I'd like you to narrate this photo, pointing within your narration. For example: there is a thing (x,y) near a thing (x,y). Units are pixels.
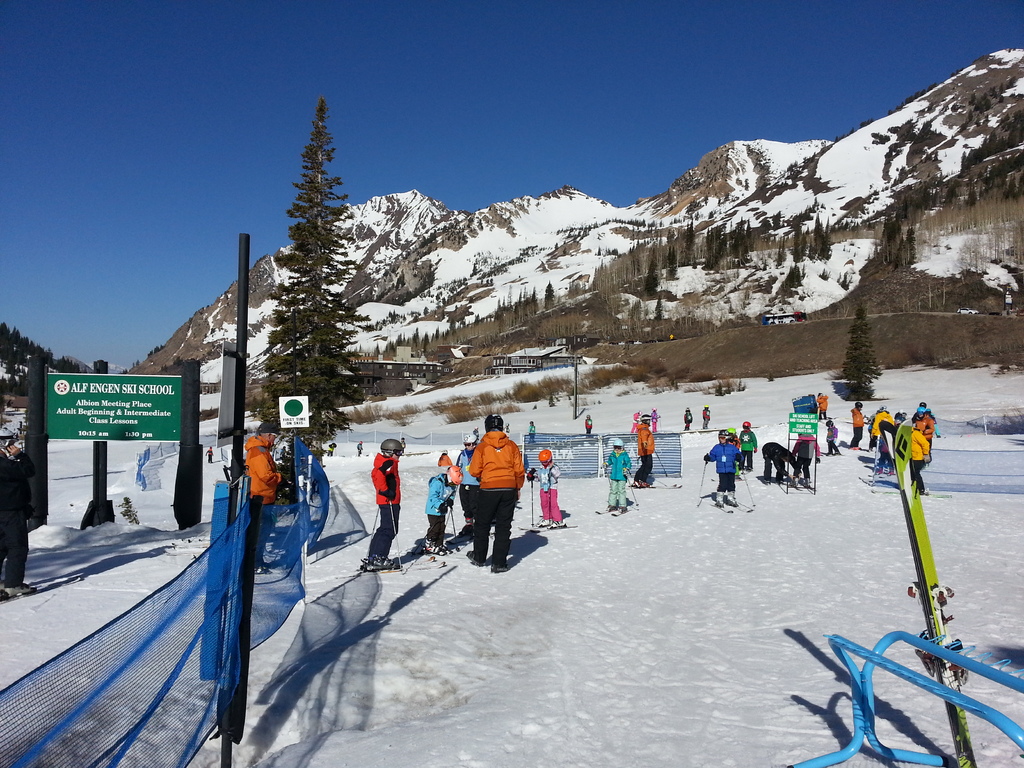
There are group of people (722,471) skiing in the snow (599,491) and there are mountains (469,267) and trees (297,232) in the background (501,289) and the sky (473,69) is blue in color.
